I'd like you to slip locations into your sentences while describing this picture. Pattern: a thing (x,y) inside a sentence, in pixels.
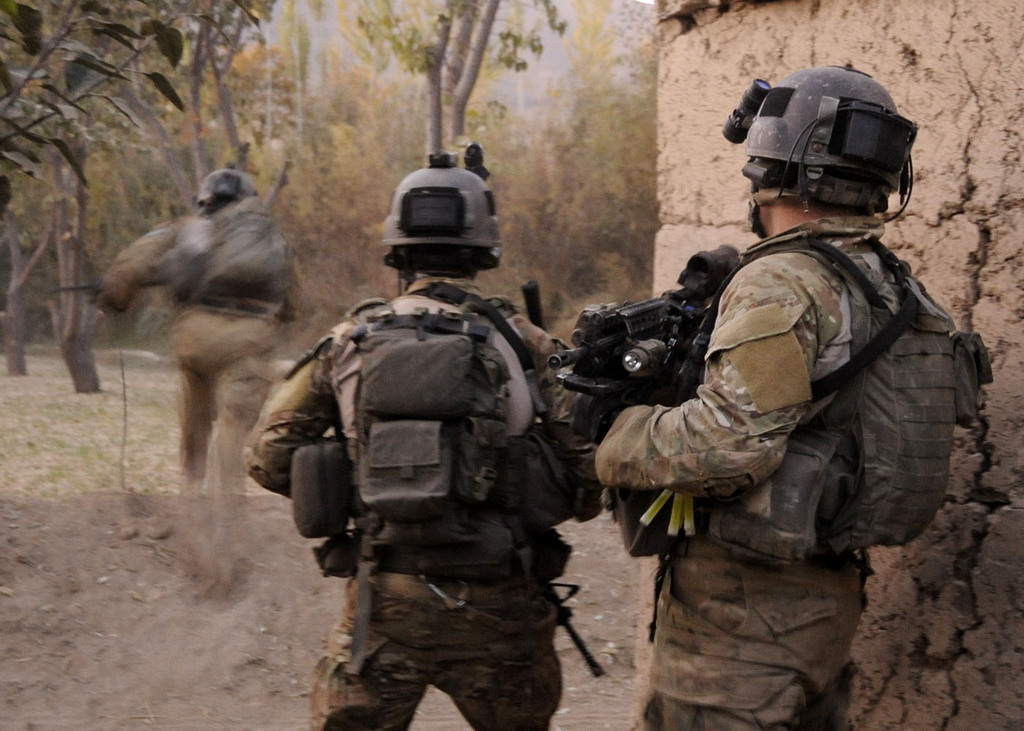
In this image I can see three people (219,360) with uniforms (723,612). I can see these people (712,414) are wearing the bags (444,457). I can also see these people (824,101) are wearing the helmets (466,196). In the background (225,85) there are many trees (263,61) and the sky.
